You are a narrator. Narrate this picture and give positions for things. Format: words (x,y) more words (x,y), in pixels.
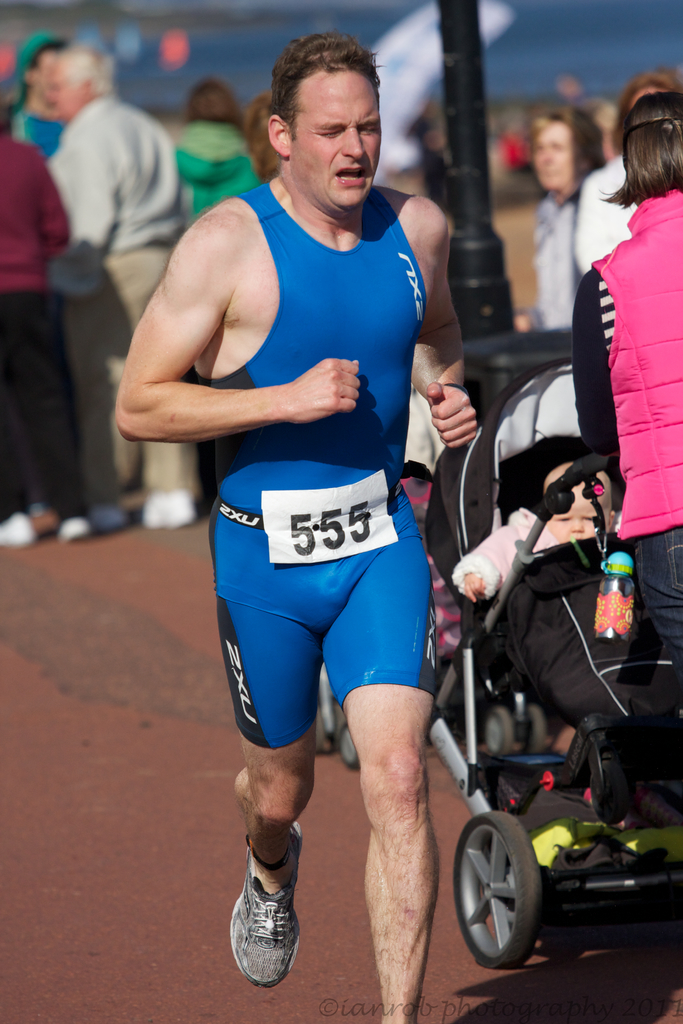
In this picture we can see a man (273,351) in the blue dress (343,326) is running on the path (312,869). On the right side of the man (278,537), a person (670,563) is holding a stroller (562,565) and in the stroller (551,560) there is a baby (568,520). Behind the people (467,423) there is a pole (458,219), some people (592,251) are standing and some blurred objects (538,111). On the image there is a watermark (627,1011).
